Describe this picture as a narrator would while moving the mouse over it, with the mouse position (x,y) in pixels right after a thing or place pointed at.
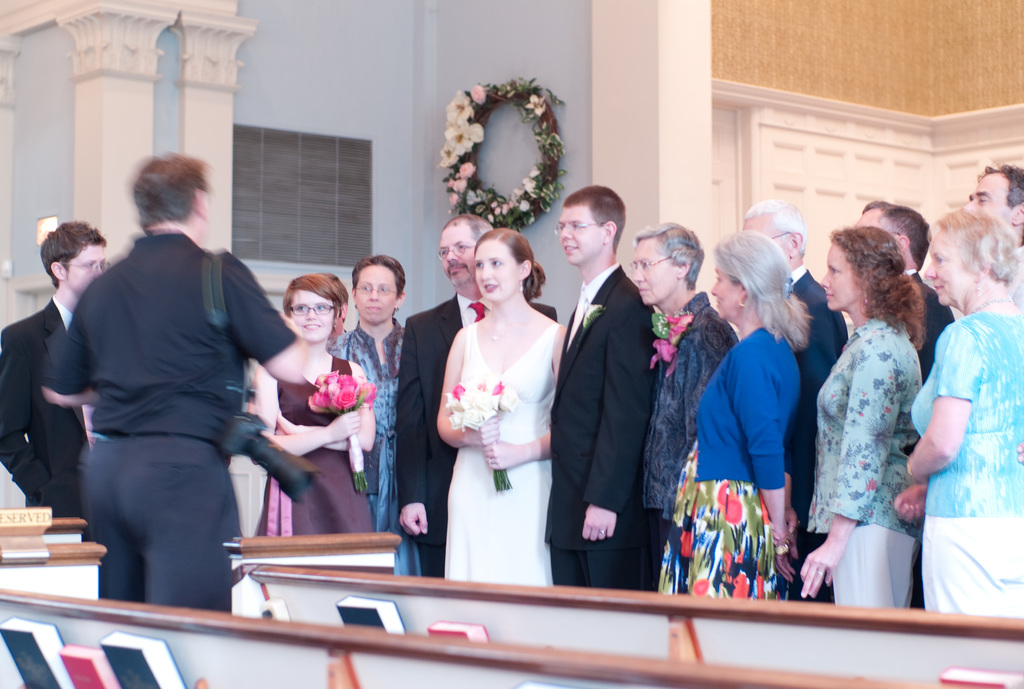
In this image we can see men (571,436) and women (767,354) are standing. In the middle of the image (600,375) one man (413,378) is standing, he is wearing black color suit (557,419). Woman (516,334) is wearing white gown (528,514) and holding flowers (478,405). Left side of the image (168,504) one man (165,490) is standing, he is wearing black color t-shirt (140,408) and carrying camera (256,432). Background of the image (491,134) walls (877,58) are in blue and brown color and bottom of the image (645,647) benches (382,655) are present.
